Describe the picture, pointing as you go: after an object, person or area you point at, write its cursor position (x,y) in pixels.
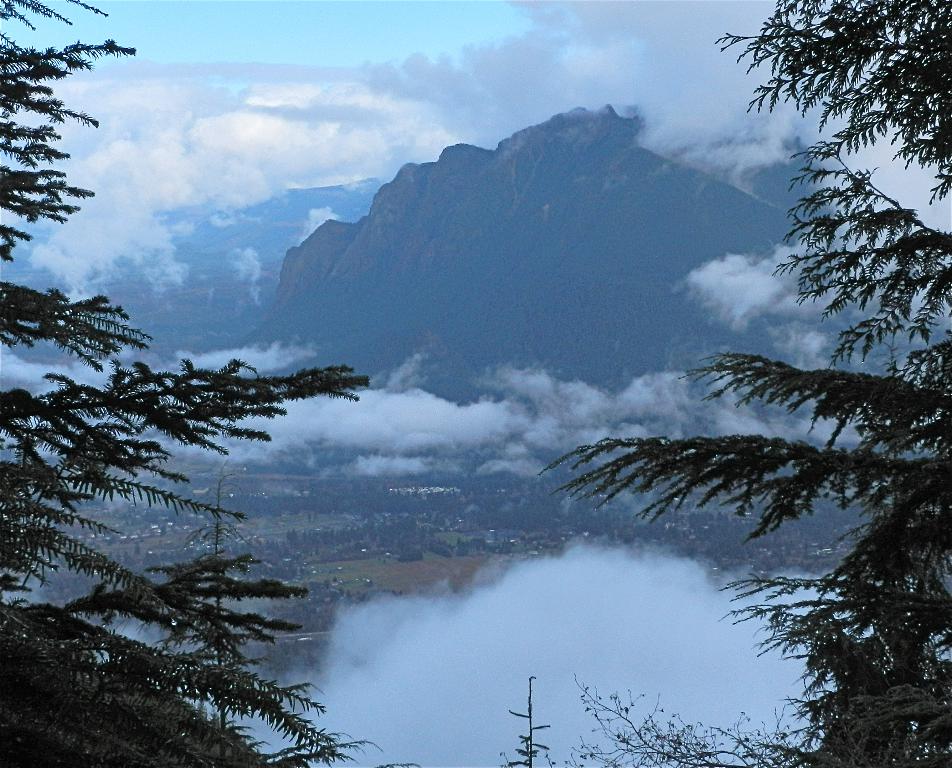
There are trees (861,458) on the sides. In the background (471,705) there are clouds (367,454), hills (382,247) and sky (246,60).
